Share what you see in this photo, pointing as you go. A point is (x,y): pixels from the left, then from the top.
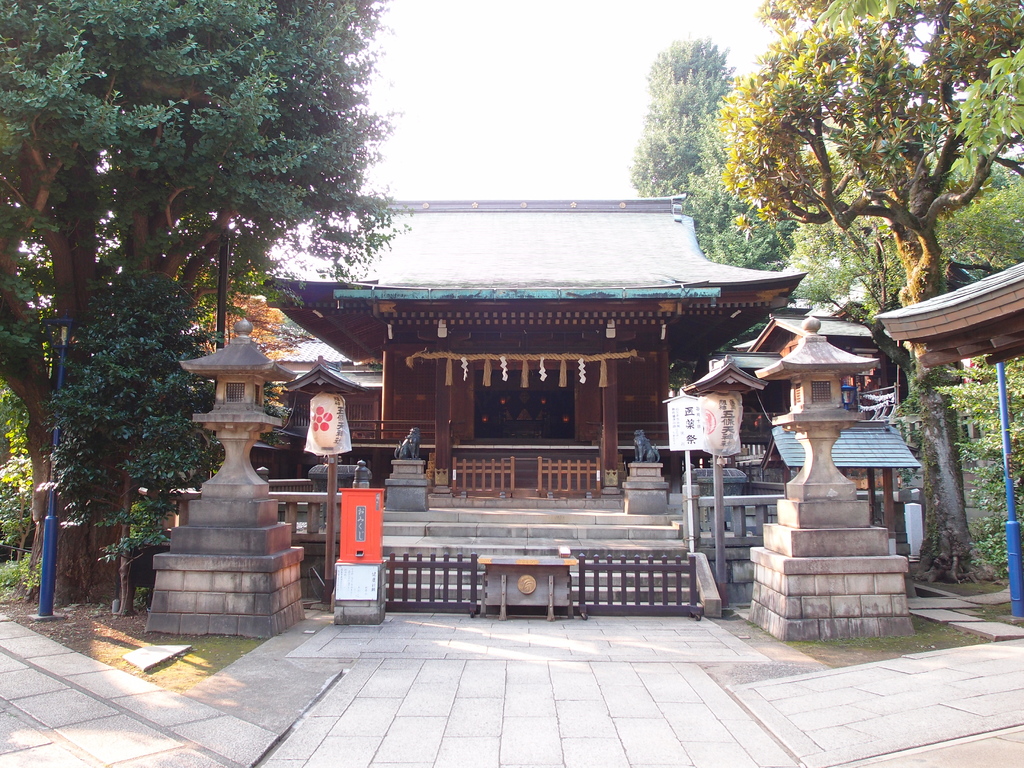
In this image I can see the building (503,357), few trees (131,222), few poles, the railing (445,573), few boards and the road (463,680). In the background (695,87) I can see few trees (640,145) and the sky (521,101).
